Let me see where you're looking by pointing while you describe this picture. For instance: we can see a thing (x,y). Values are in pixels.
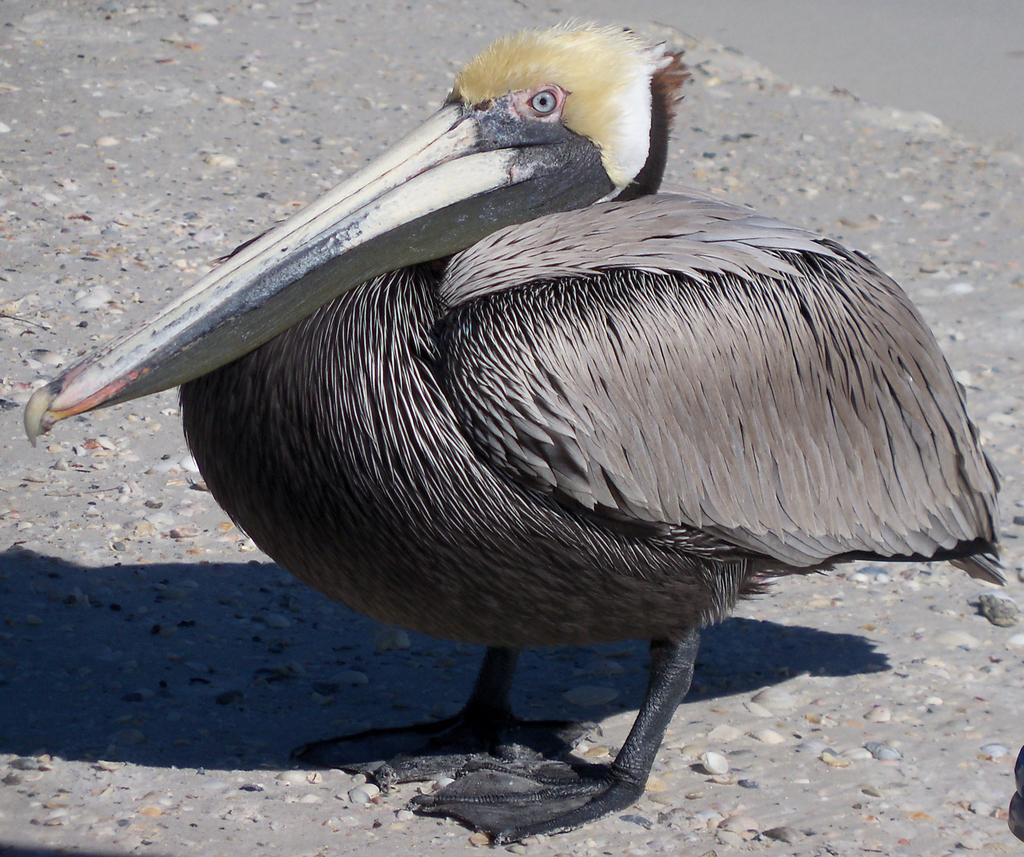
In this image we can see a bird (496,769) on the ground (209,262), also we can see some stones (829,750).
